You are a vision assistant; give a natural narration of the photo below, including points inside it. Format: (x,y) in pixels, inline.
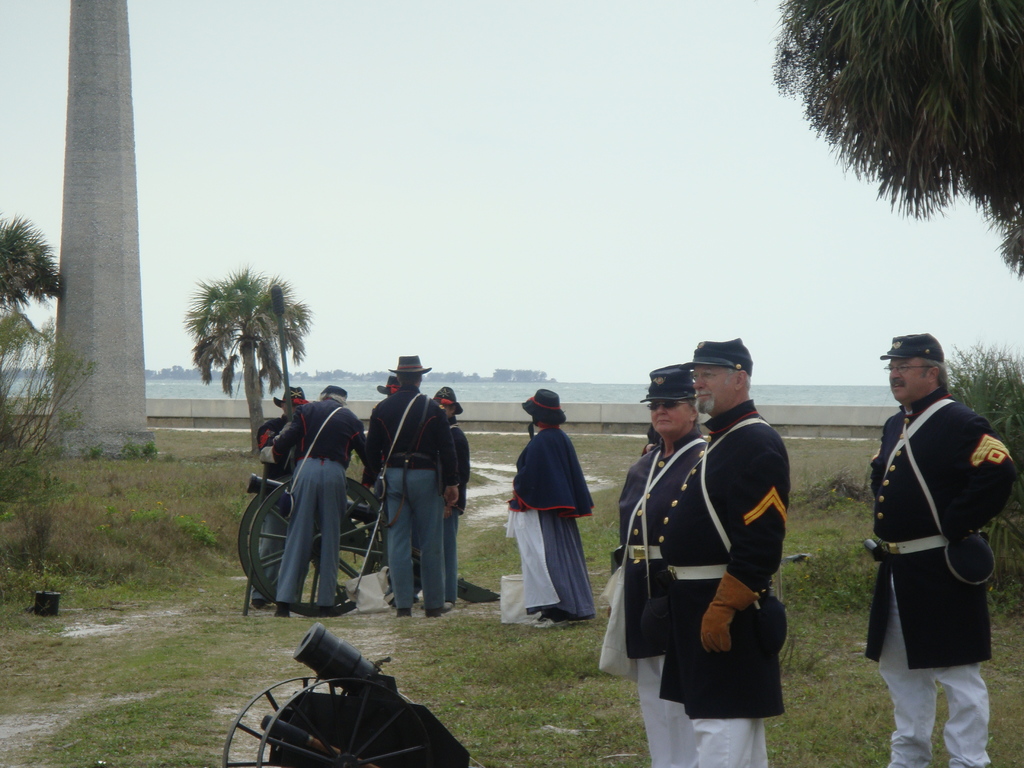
In this image there is the sky (706,183), there is a river (617,388), there is a tree (930,137) truncated towards the right of the image (964,97), there are trees (23,263) truncated towards the left of the image (61,389), there is grass (169,469), there are plants (185,527), there are persons (952,497) standing, there is a Cannon (357,532), there is a Cannon (370,717) truncated, there are objects (513,595) on the ground (191,558).
